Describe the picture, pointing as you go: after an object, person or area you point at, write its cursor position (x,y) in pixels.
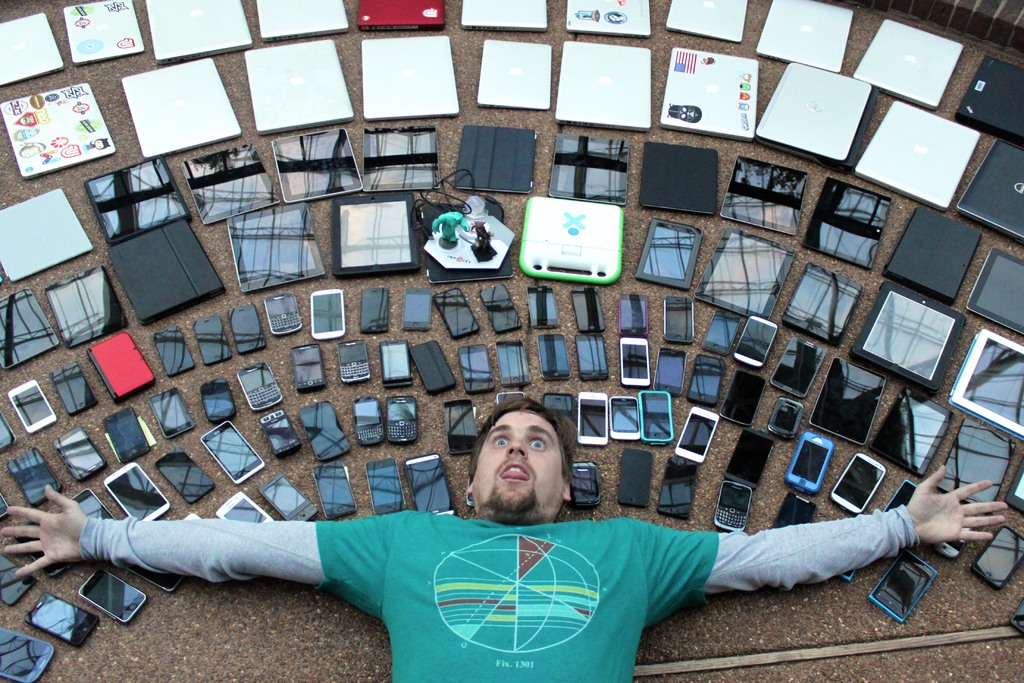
In this picture we can see a man (423,563) is laying on the floor (644,654) and on the floor (643,639) there are different kinds of mobiles (859,464), tablets (1005,309) and laptops (887,164).
